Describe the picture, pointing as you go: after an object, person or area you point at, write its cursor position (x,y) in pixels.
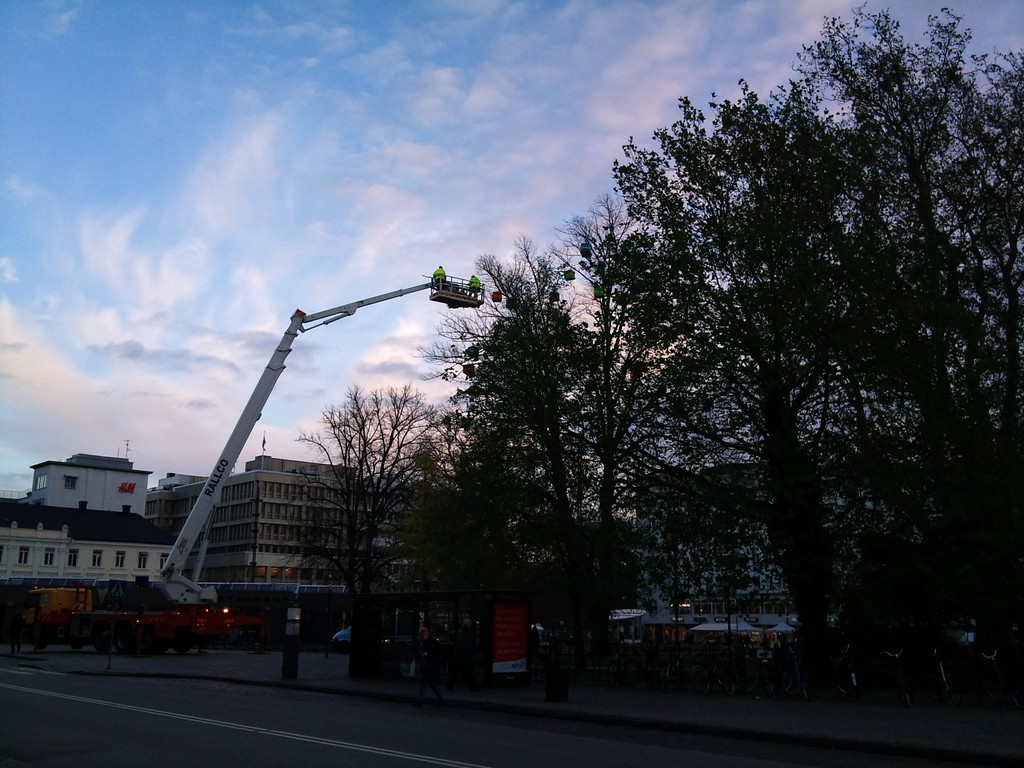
In this image I can see the road (219,736). To the side of the road (165,706) I can see many boards (286,679), crane (199,597), vehicles (153,605) and the tree (550,568). In the background (182,518) I can see the buildings (283,532), clouds (298,259) and the sky (145,148).
